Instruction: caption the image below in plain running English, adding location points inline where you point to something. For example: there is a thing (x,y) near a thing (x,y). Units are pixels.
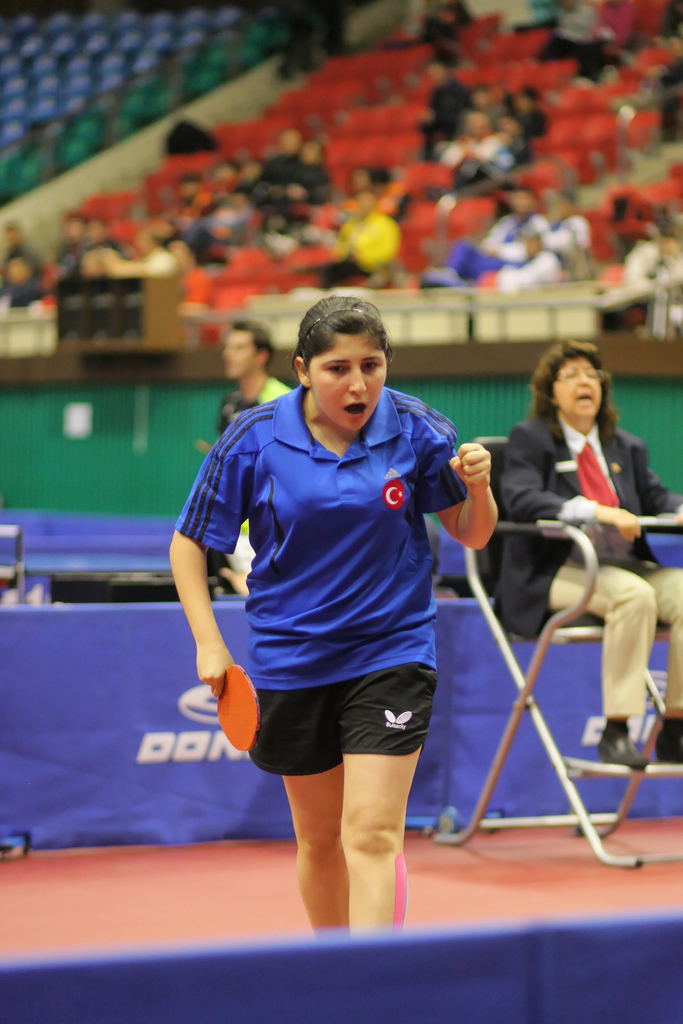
This is a picture of a stadium (427,46) where group of people (627,45) are sitting in the chairs (52,271) and there is a hoarding (1,650) of something advertisement and there is woman (304,830) who is wearing blue shirt (340,670) and black shorts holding a table tennis bat (247,694) and there is a man (232,560) behind the woman (295,479), and there is another woman (680,744) who is sitting in a chair (571,532) with a black blazer (571,487), red color tie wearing a glasses (565,372).
